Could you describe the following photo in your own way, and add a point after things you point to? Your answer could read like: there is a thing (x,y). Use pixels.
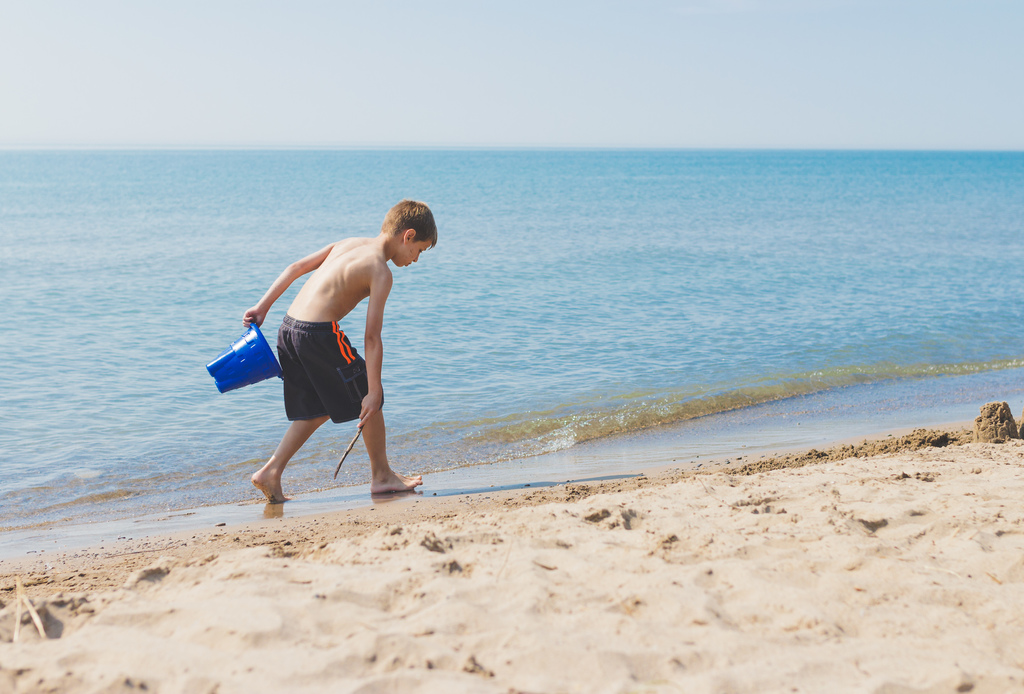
In this image we can see a person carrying objects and walking on the sea shore (505,469), we can also see some sand (651,606).
